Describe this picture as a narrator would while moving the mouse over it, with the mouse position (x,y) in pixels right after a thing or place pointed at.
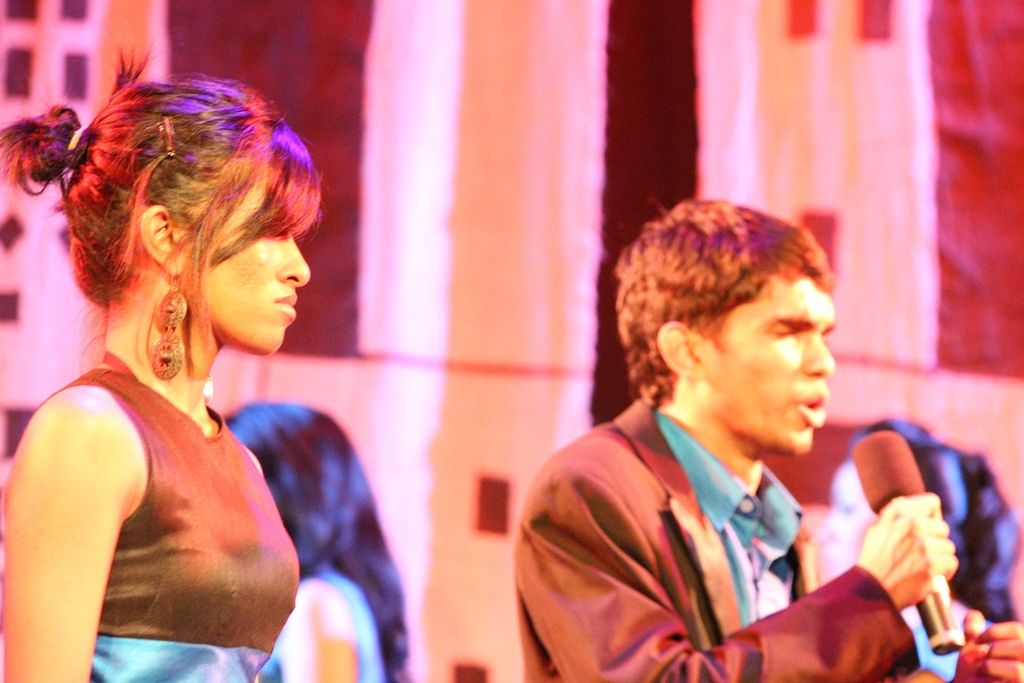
Here we can see 2 people (188,347) in the front (90,609) and the person (698,216) on the right side (760,227) is singing something with a microphone (895,478) in his hand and behind them we can see people (990,476) present and there are curtains (407,77) present.
